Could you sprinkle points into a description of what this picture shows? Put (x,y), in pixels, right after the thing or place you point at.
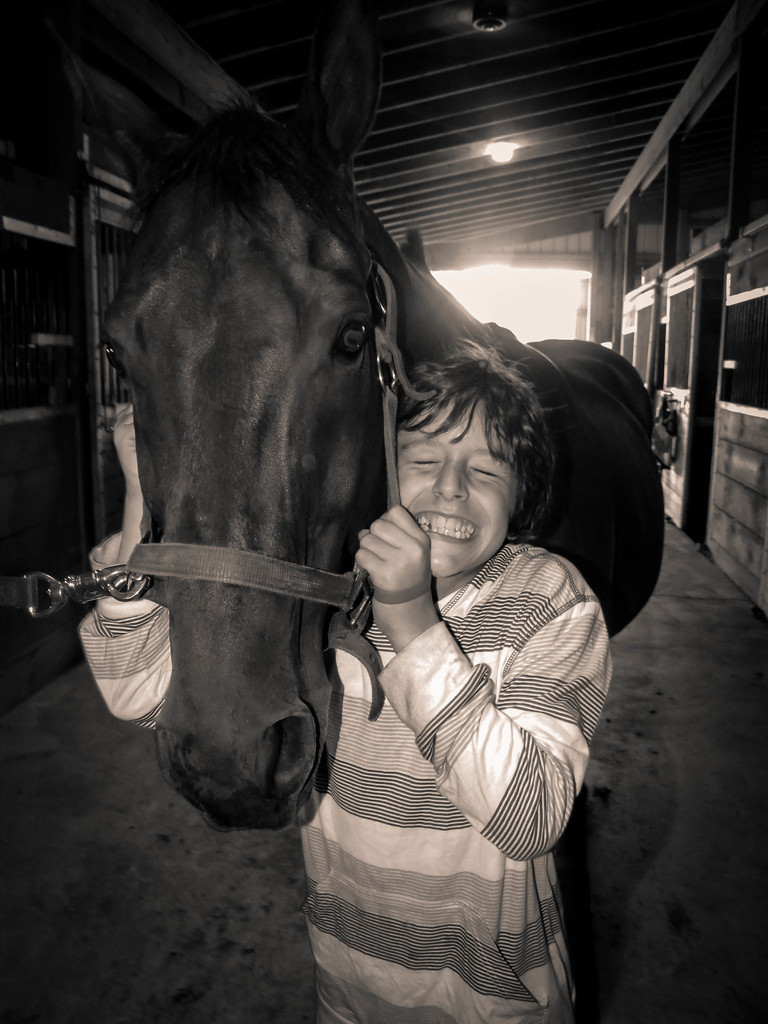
There is a boy (357,679) holding a horse (231,720) and laughing in a room (65,642).
